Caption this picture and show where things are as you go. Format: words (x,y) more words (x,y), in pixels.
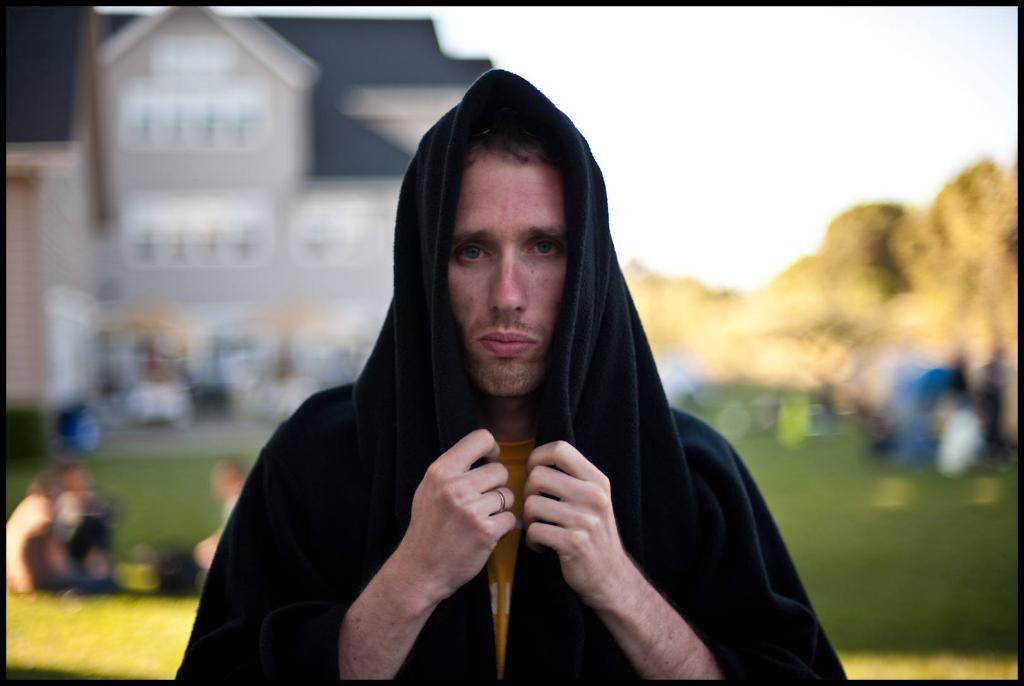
In this image I can see the person (637,664) and the person (693,539) is wearing black color dress (669,423). In the background (189,135) I can see few buildings (293,276) and I can see few people (25,556) and the sky (683,142) is in white color.
